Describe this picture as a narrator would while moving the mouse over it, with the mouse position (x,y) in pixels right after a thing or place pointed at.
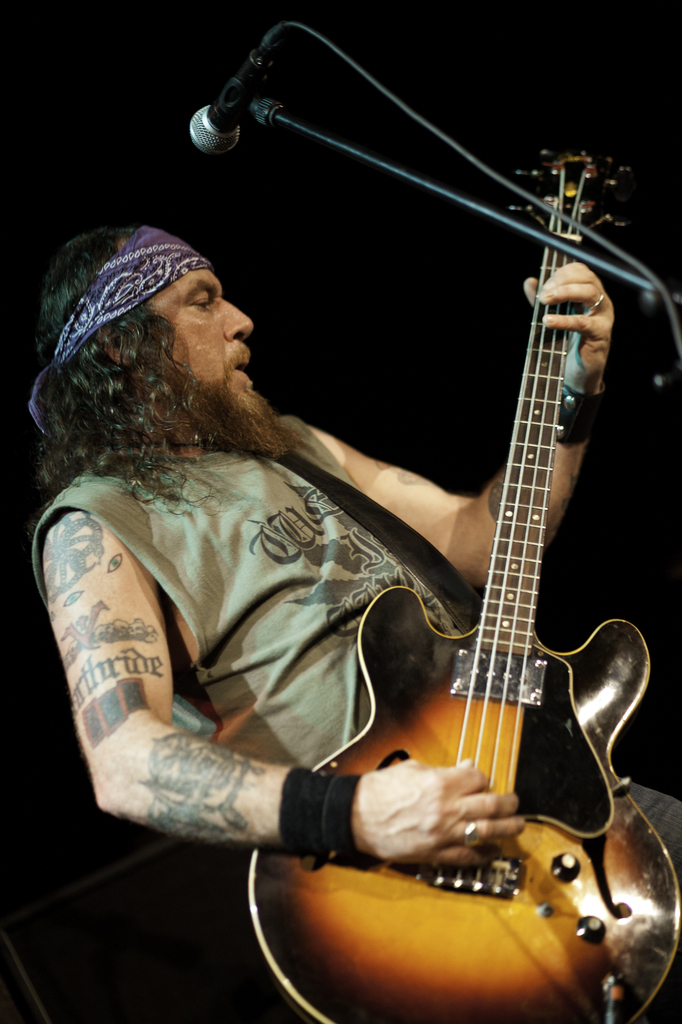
In this image, there is a person (250,392) wearing clothes (159,500) and playing a guitar (502,733). This person (351,645) is standing in front of the mic (240,103).
